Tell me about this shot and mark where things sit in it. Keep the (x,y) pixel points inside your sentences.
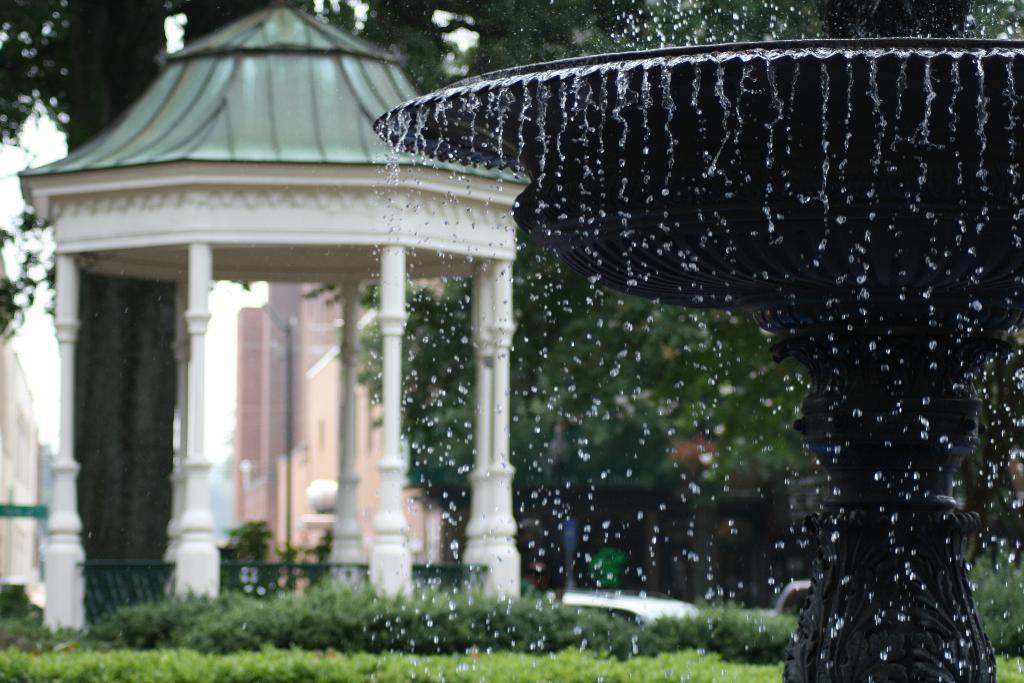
On the right side (848,320) it is a fountain (848,320), on the left side (339,473) it is a construction (396,569) in white color. At the bottom (436,629) there are bushes (463,657).
